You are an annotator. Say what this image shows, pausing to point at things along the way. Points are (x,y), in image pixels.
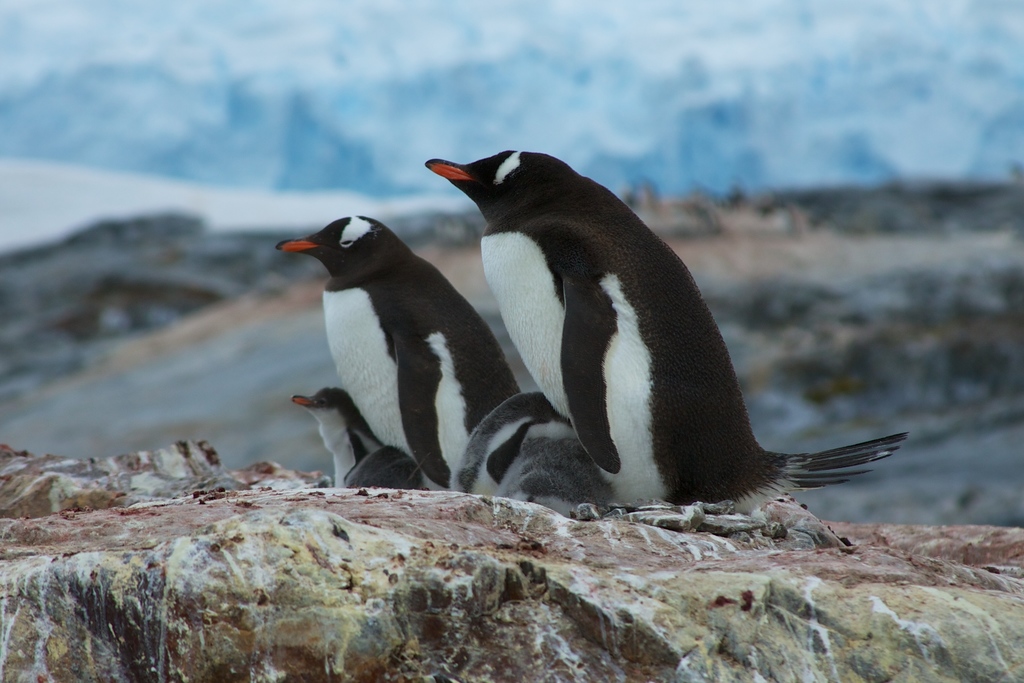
In the picture, there is a group of penguins (510,418) standing on a big rock (304,551) and the background of the penguins (685,443) is blur.
